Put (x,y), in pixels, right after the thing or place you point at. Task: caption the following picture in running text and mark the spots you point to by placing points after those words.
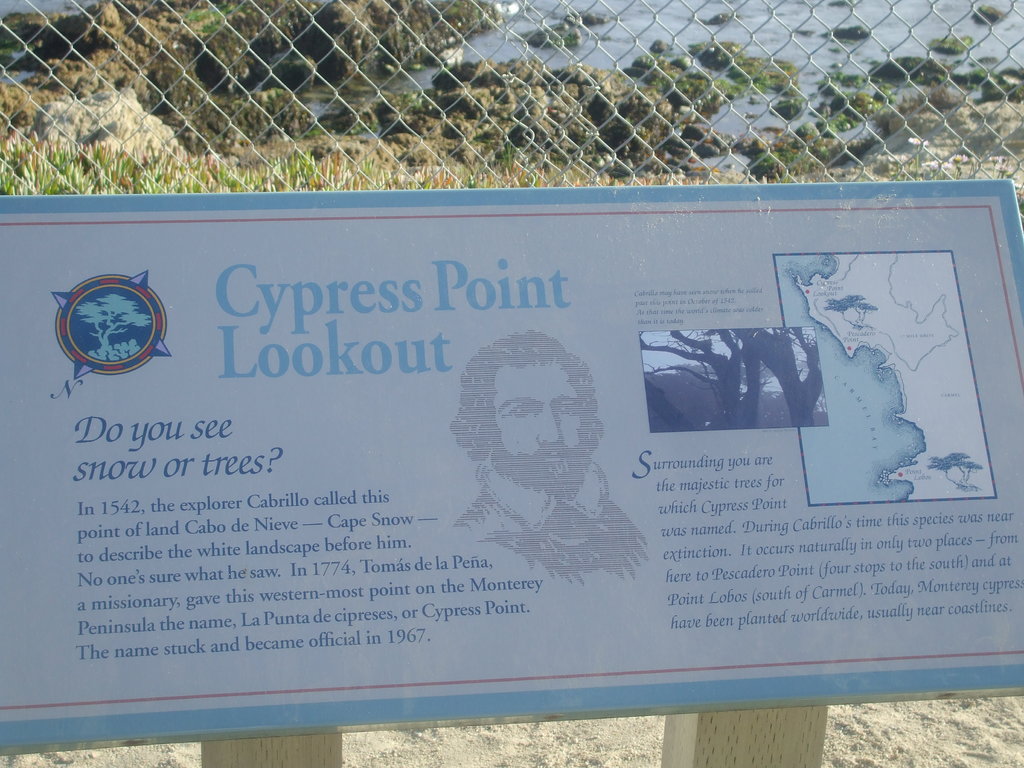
In this image we can see a board (308,518) with some text (181,478). There is a grill (354,123), water (778,27) and grass (329,157). At the bottom of the image (525,750) there is sand (492,750).
